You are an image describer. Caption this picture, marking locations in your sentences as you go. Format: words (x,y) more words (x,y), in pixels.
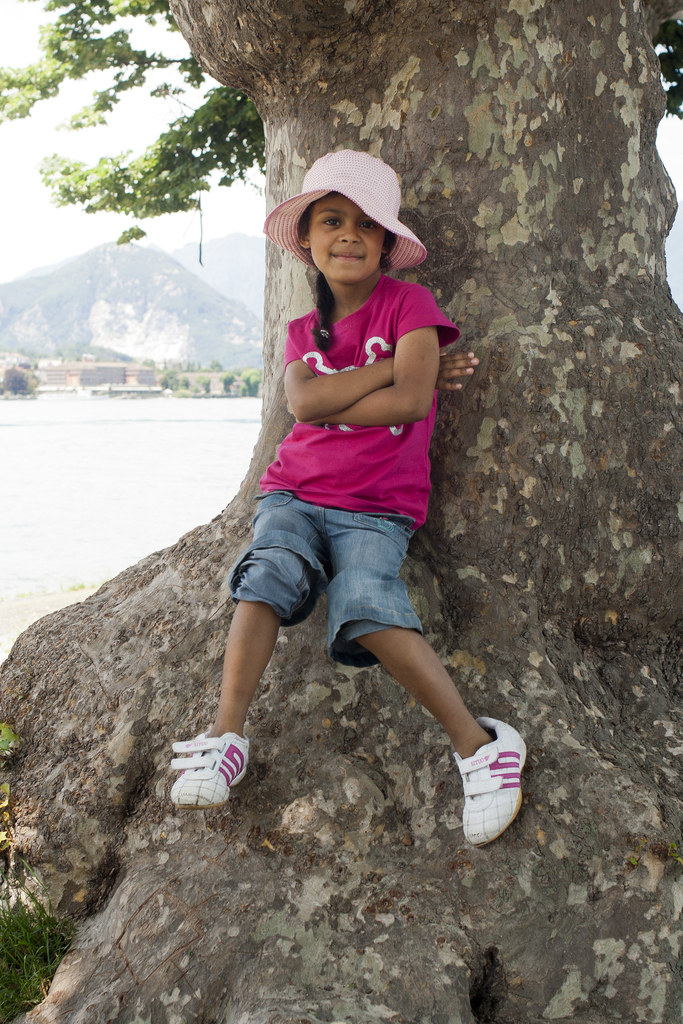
A girl (449,705) is standing on the tree (417,592), this girl (407,543) wore t-shirt (375,448), hat (397,263), shoes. On the left side (135,465) there is water (165,481).
